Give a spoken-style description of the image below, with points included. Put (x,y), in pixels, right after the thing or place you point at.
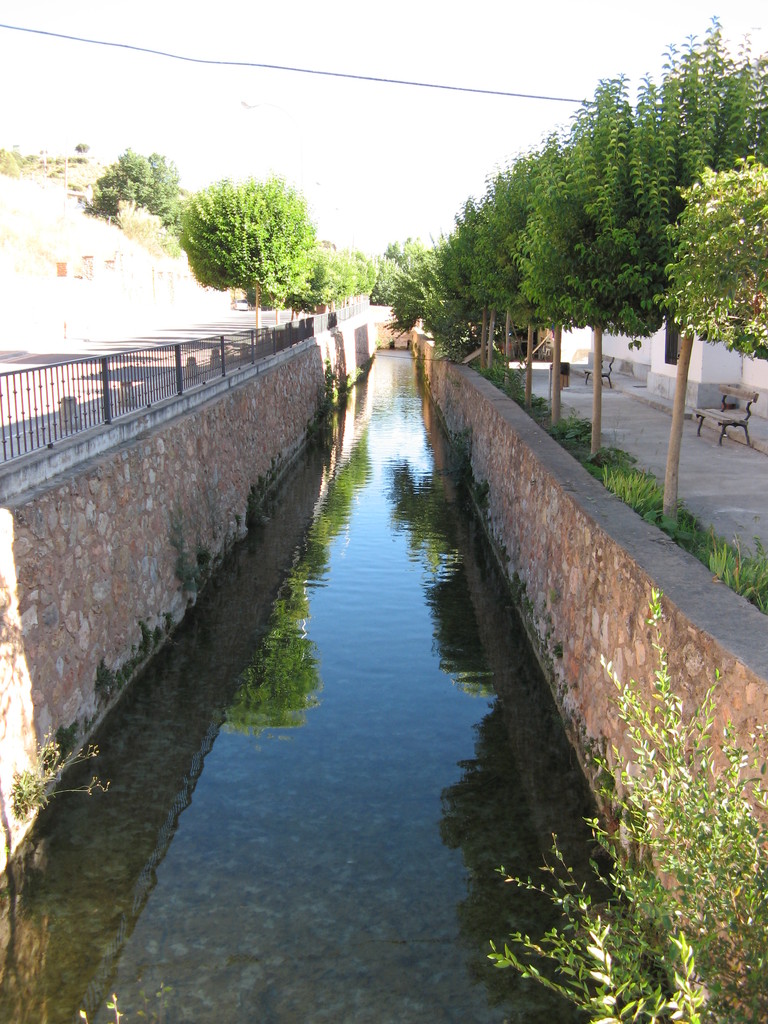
In this image there is a drainage (583,1013) beside that there is a bench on the road (591,393) and building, plants (692,171).
